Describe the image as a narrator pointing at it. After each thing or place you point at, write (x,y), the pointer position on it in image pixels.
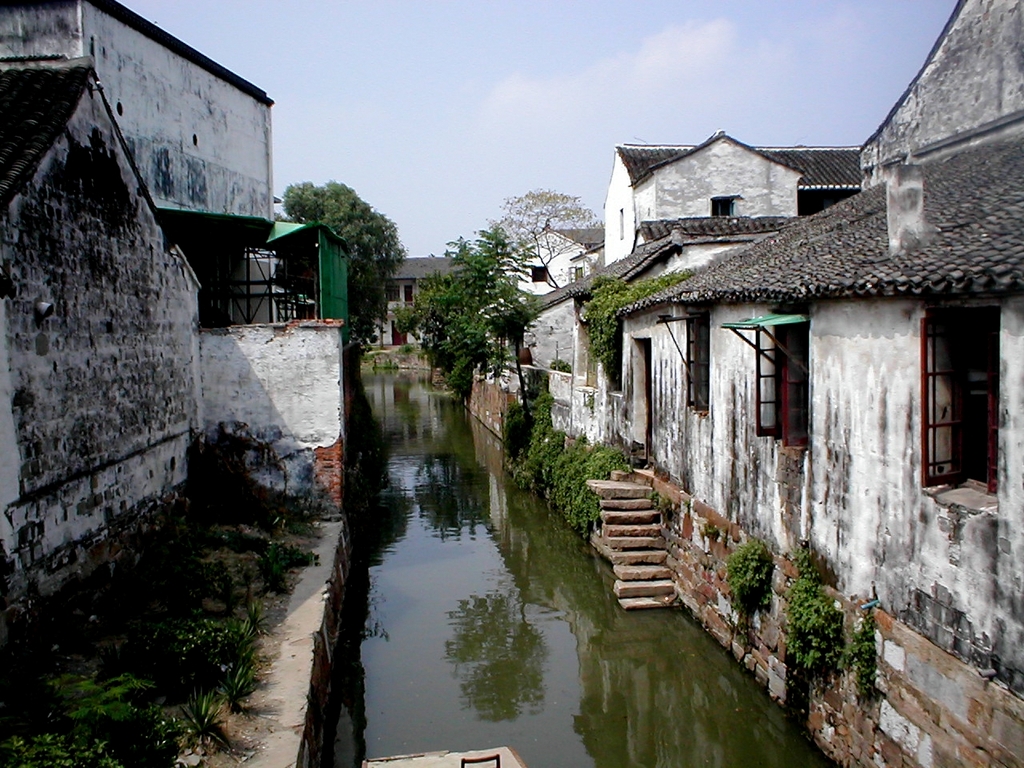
This is an outside view. In the middle of the image (475,479) there is a canal (510,587). On both sides of the canal (483,537) there are many houses (823,469) and trees (392,245). At the top of the image (457,52) I can see the sky (386,107).
